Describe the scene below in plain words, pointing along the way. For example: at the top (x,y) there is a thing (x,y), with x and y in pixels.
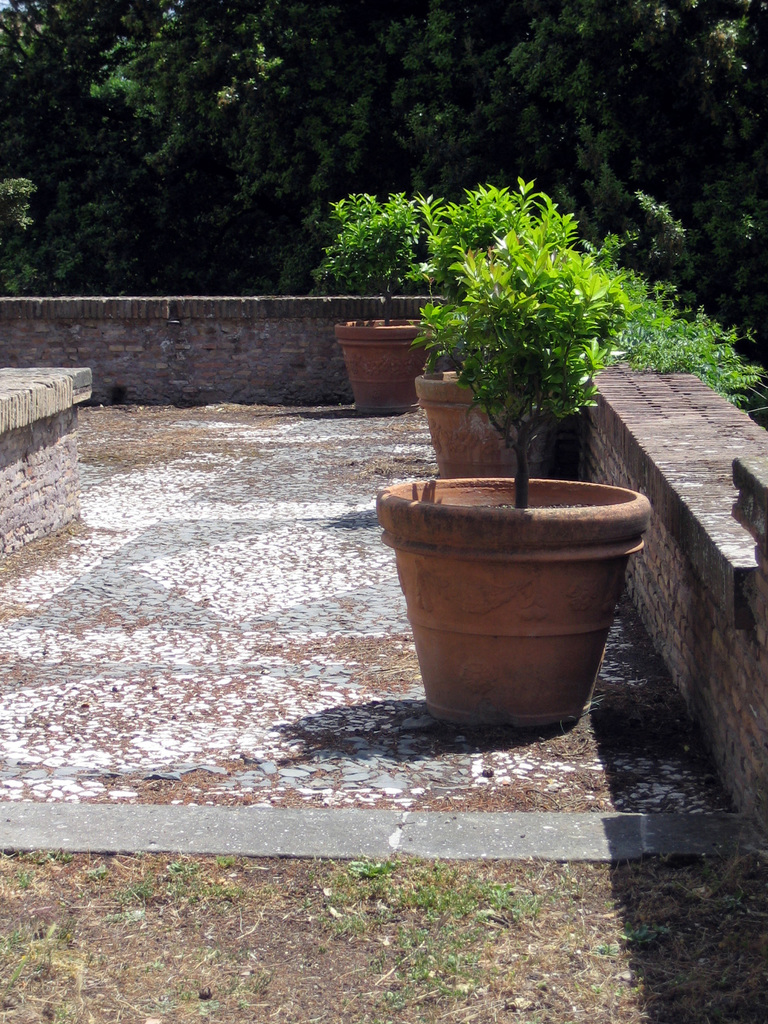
In this image we can see plants (519,270) in the pots (453,537) on the tiles (152,478) at the wall (48,347) and there is dust (203,694) on the tiles (239,736). At the bottom (369,893) we can see grass (388,931) on the ground (405,1010). In the background (439,136) there are trees (333,112).
